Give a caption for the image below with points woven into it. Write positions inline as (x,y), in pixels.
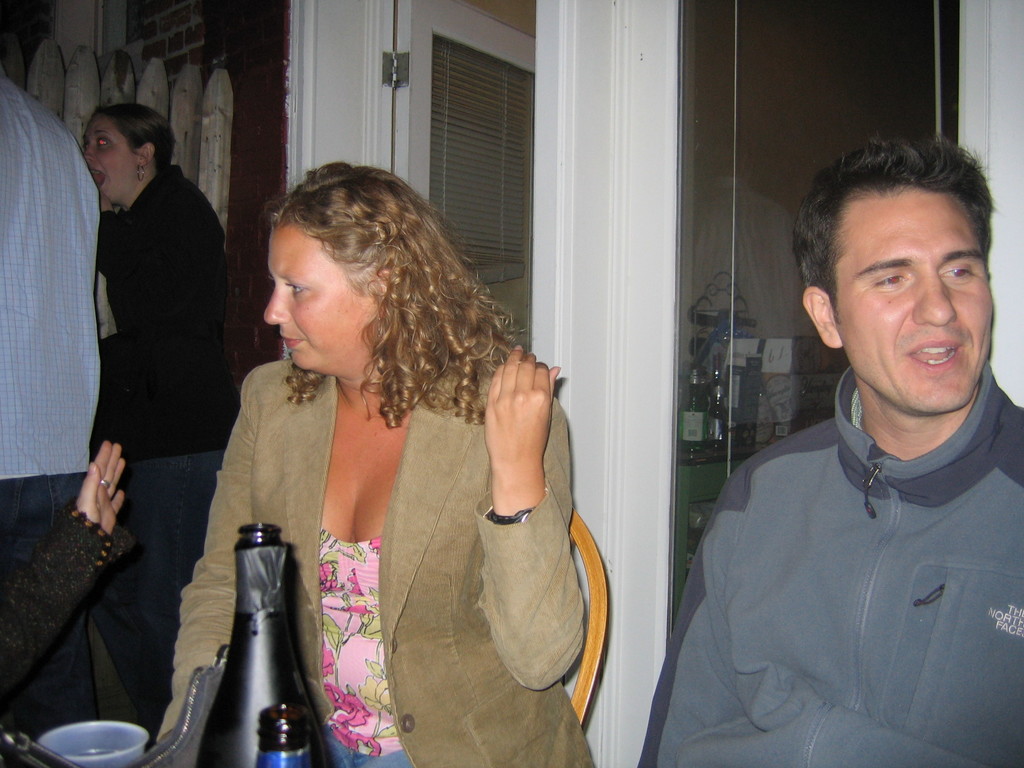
As we can see in the image there is a door (577,199), four people (7,226) over here. These two are sitting on chairs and in the front (248,630) there is a black color bottle (261,641) and a glass (97,743).
